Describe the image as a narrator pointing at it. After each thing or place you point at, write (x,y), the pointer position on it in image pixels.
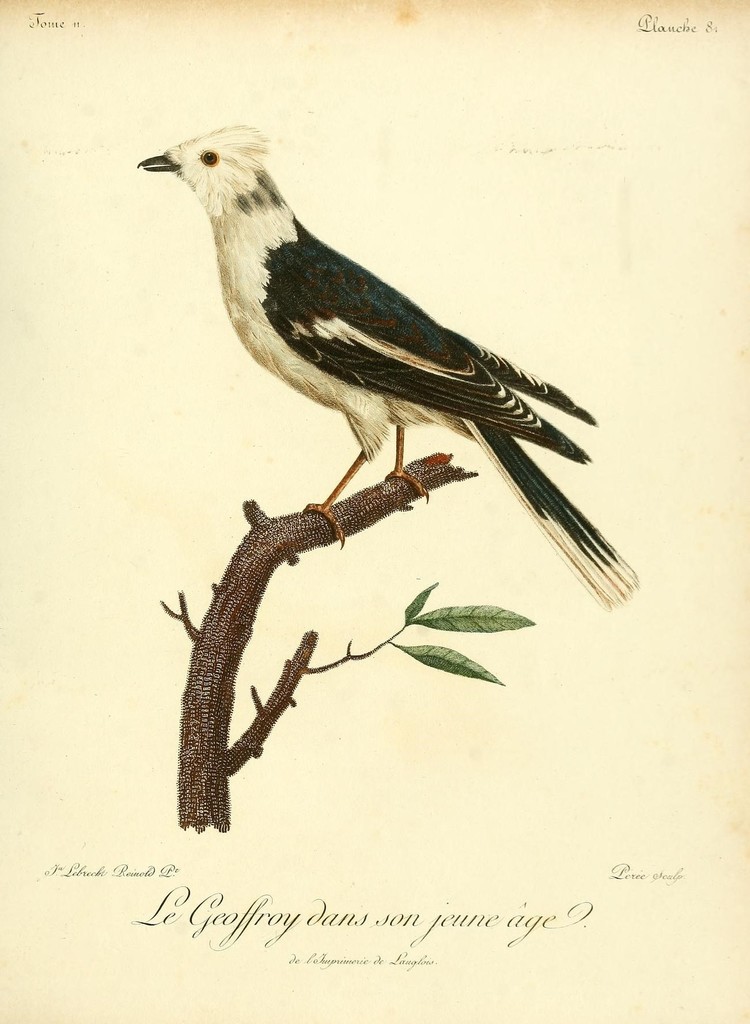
There is an image of a bird (338,394) sitting on the branch (256,568) of a tree (225,595) on a paper (492,232) and there is some quote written below the image.
